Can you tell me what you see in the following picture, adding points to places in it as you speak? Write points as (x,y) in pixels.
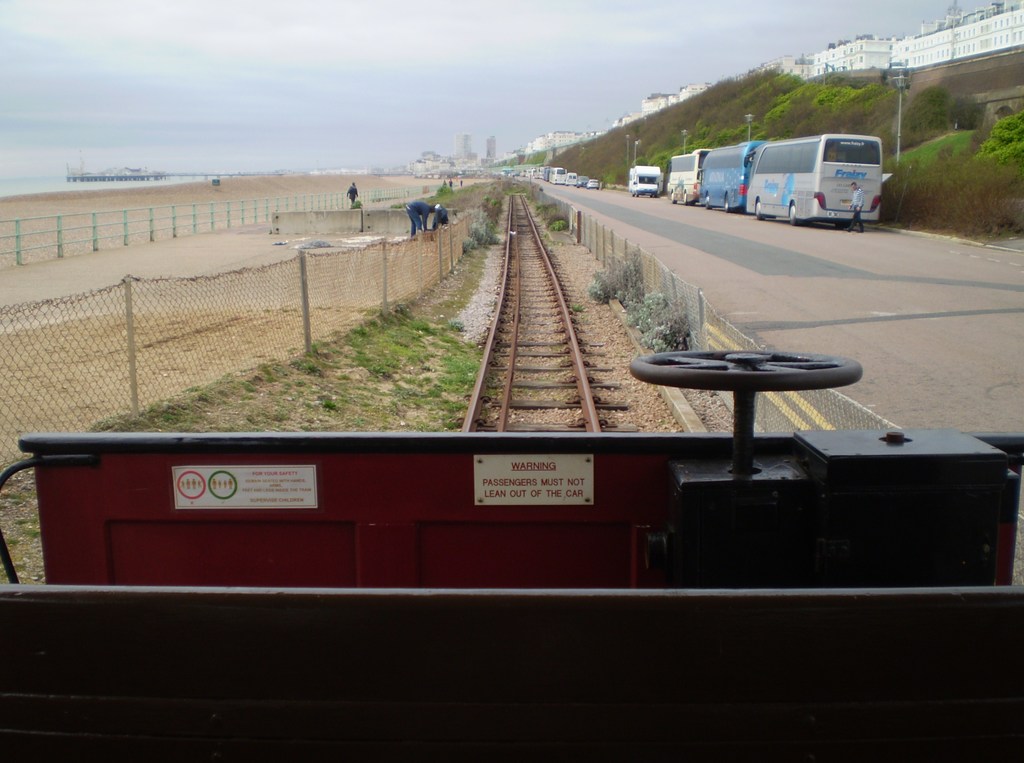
In the image we can see the train track (533,362), steering (748,380), grass (367,368) and mesh (220,346). We can see there are even people (411,221) wearing clothes (419,209). There are even vehicles (706,184) on the road (837,336). Here we can see the fence (97,215), plants (959,160) and poles (901,87). We can even see there are buildings (454,165) and the sky (500,86).
